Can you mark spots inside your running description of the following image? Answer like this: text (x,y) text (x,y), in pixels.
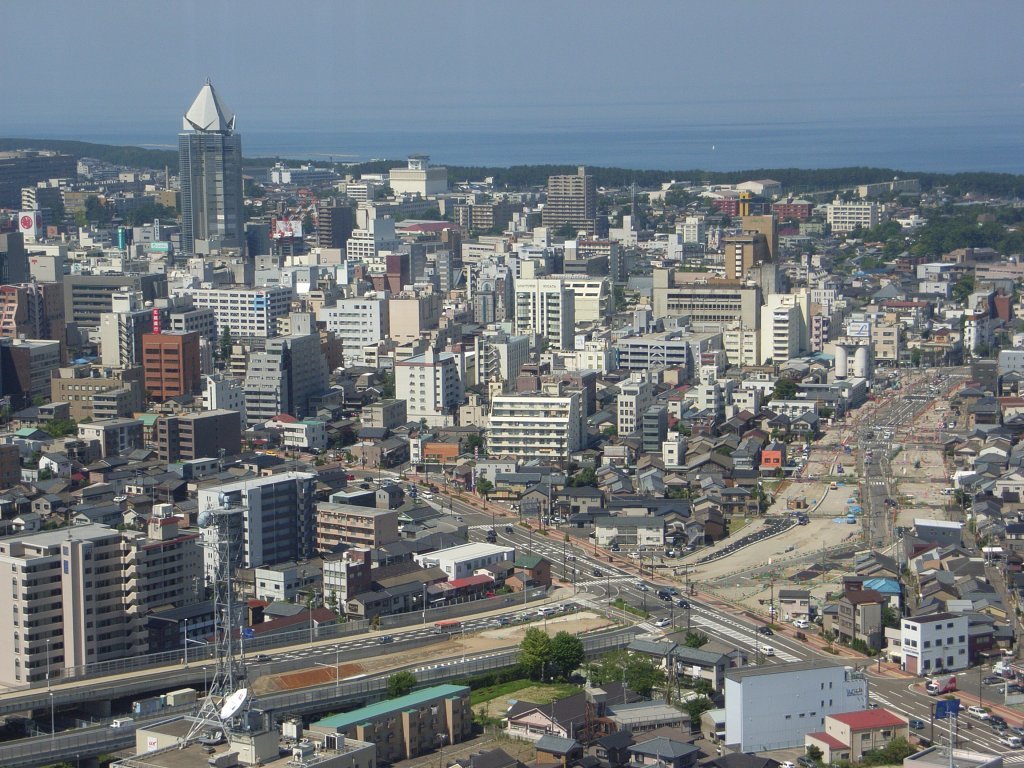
In this image there are some buildings (450,443) in middle of this image (534,387) and some buildings (981,612) are at bottom of this image (746,688). There is a road (694,606) at bottom of this image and there is a sky (502,94) at top of this image (510,87), and there are some towers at bottom left corner of this image (231,688).
